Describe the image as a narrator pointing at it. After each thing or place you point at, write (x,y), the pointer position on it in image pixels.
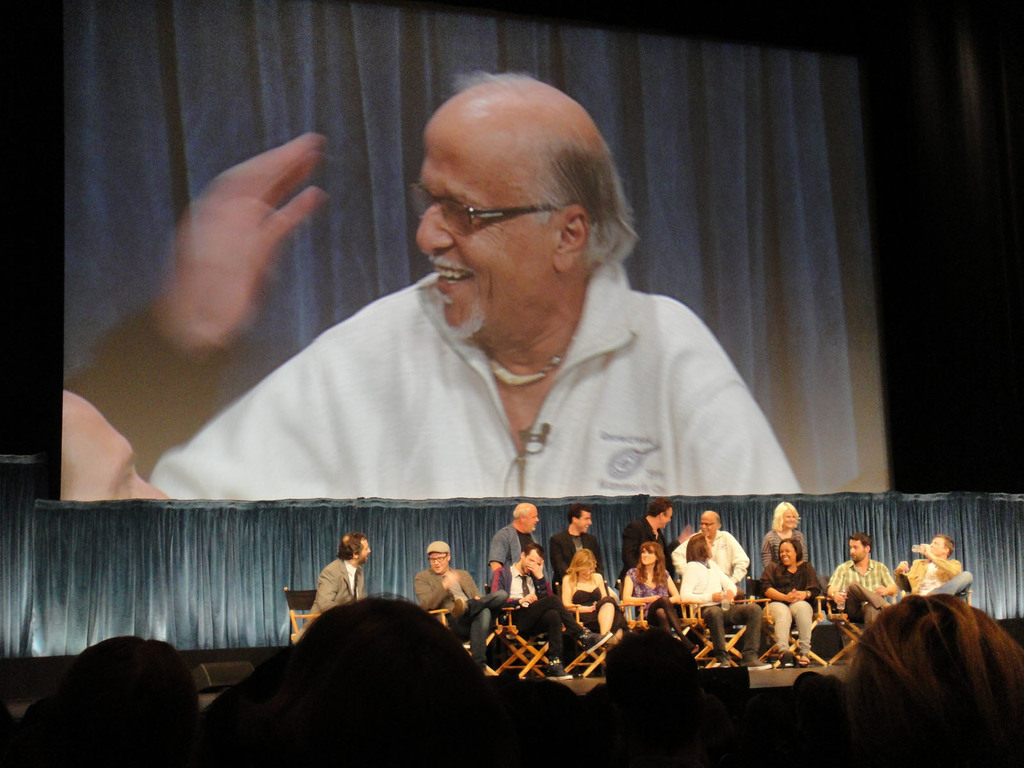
In this image we can see some people (463,618) and among them few people (748,628) are sitting and few people (652,522) are standing on the stage (585,659) and in the background (574,342), we can see the screen (766,354) with a person picture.
